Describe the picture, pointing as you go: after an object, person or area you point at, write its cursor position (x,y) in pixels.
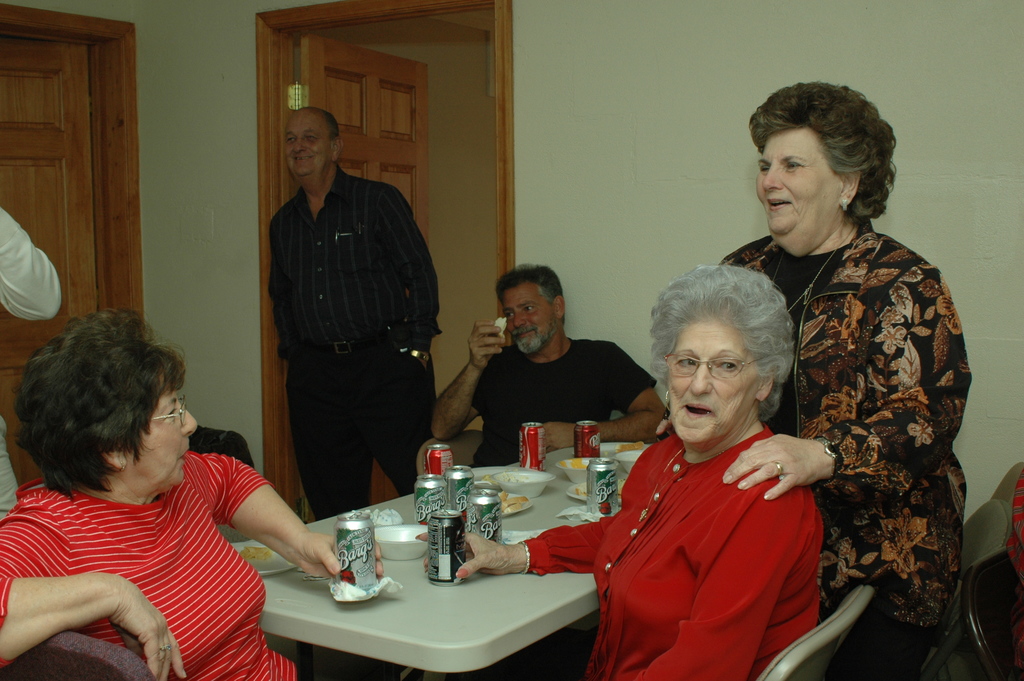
In this image I can see the group of people (354,355) with different color dresses (353,338). There is a table (463,625) in-front of these people (262,649). On the table (414,661) I can see the bowls (401,551) with food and tins (449,549). In the background (353,90) I can see the wall (457,108) and the door (86,157).
